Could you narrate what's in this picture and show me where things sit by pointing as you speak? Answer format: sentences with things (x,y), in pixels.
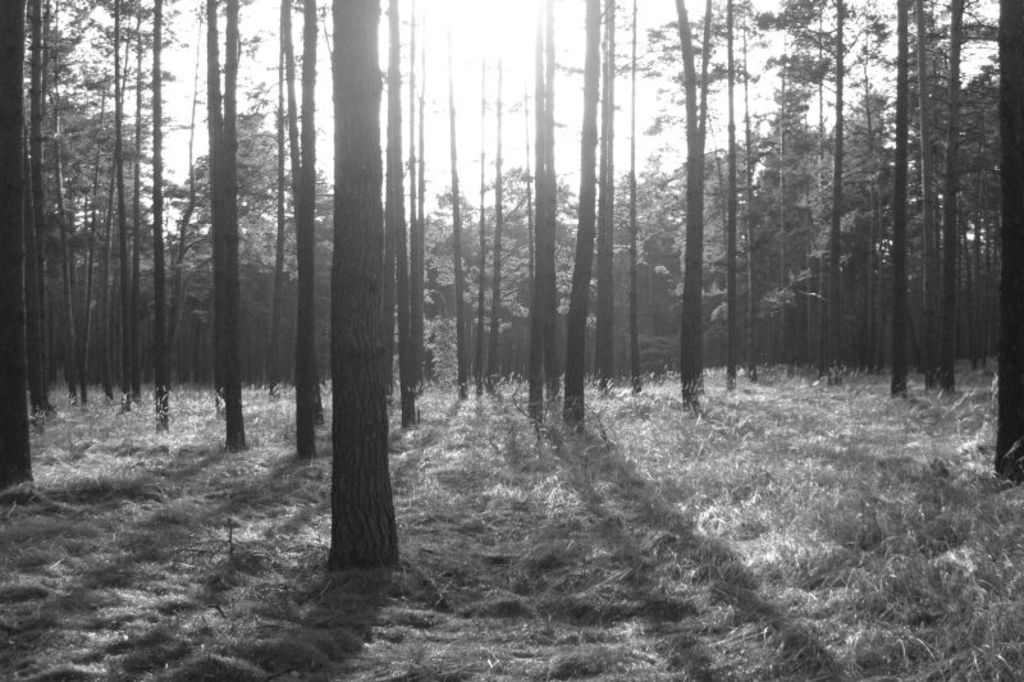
In the center of the image (574,249) we can see trees (453,261) are present. At the top of the image (449,52) sky (474,64) is there. At the bottom of the image (569,531) grass (692,522) and ground (192,610) are present.
